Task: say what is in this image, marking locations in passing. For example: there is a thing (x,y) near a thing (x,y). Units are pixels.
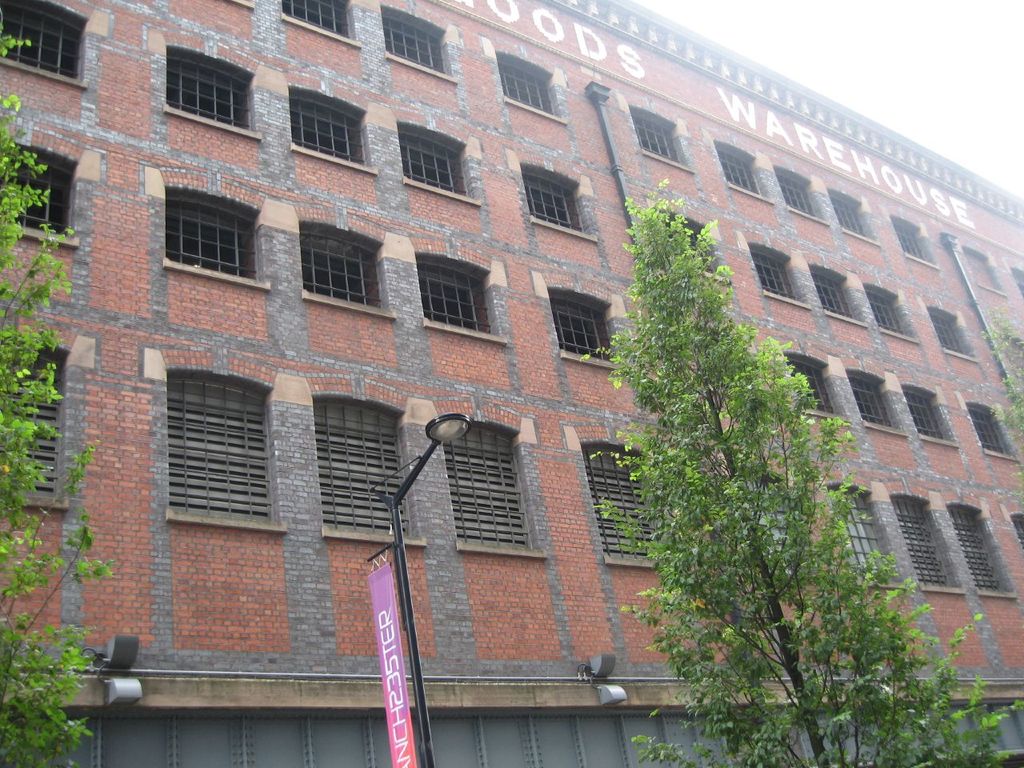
In this image, we can see building (207,492), windows (360,263), wall (480,391), trees (1012,754), light pole (402,508), banner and pipes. On the building (463,108), we can see some text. On the right side (882,73) top corner, there is the sky (898,82).
